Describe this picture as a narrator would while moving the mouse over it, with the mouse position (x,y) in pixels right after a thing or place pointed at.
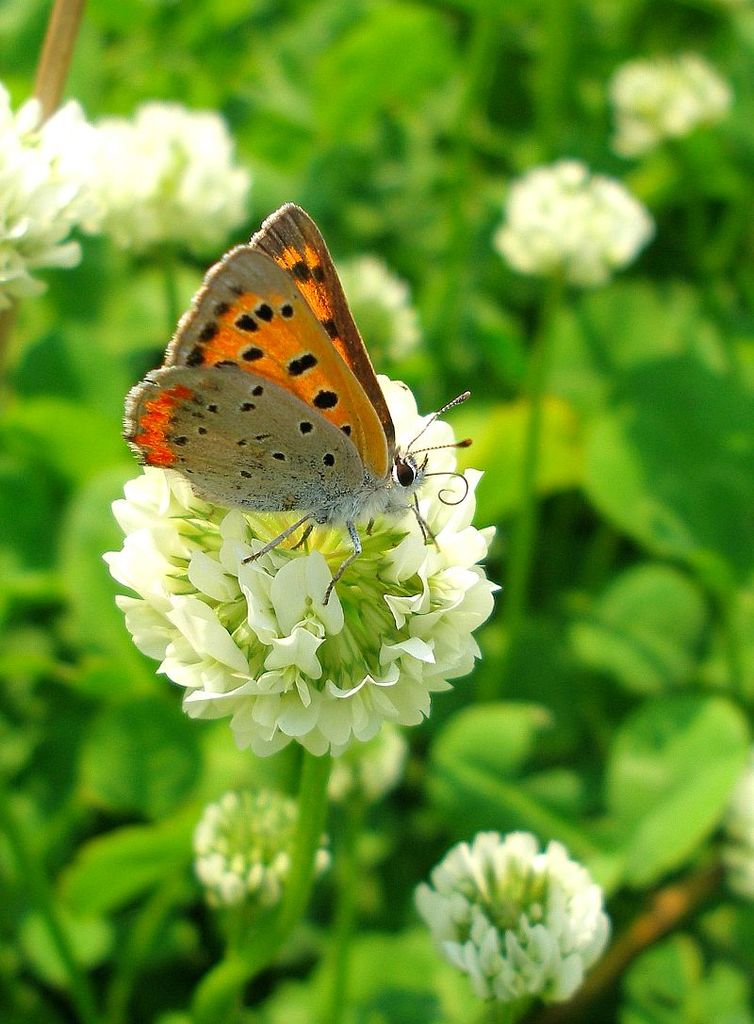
There is a butterfly (284,420) on the white flower (346,607) and there are few other flowers (217,170) beside it and the background (298,117) is greenery (520,639).
